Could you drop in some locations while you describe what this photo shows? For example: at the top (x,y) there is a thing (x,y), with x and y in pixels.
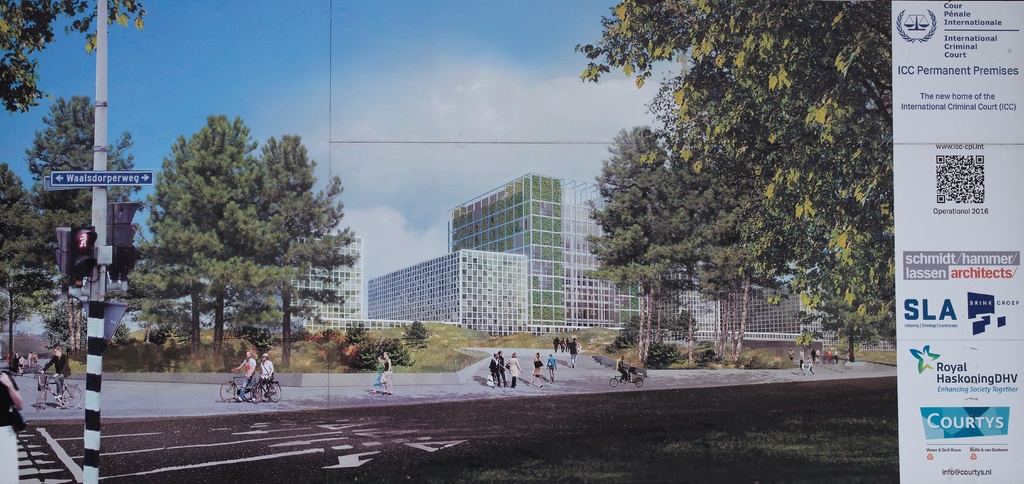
This is a poster (428,252). In this poster (674,63) there is a picture of a city (796,335). There are group of people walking and there are group of people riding bicycle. On the left side of the image (73,248) there is a board (118,179) and there are lights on the pole (101,10). At the back (227,175) there are trees (8,249) and buildings (404,268). At the top (267,90) there is sky (329,56) and there are clouds (431,128). At the bottom (447,453) there is a road (625,433). On the right side of the image (982,419) there is text (977,107) and there is a QR code (944,173).
